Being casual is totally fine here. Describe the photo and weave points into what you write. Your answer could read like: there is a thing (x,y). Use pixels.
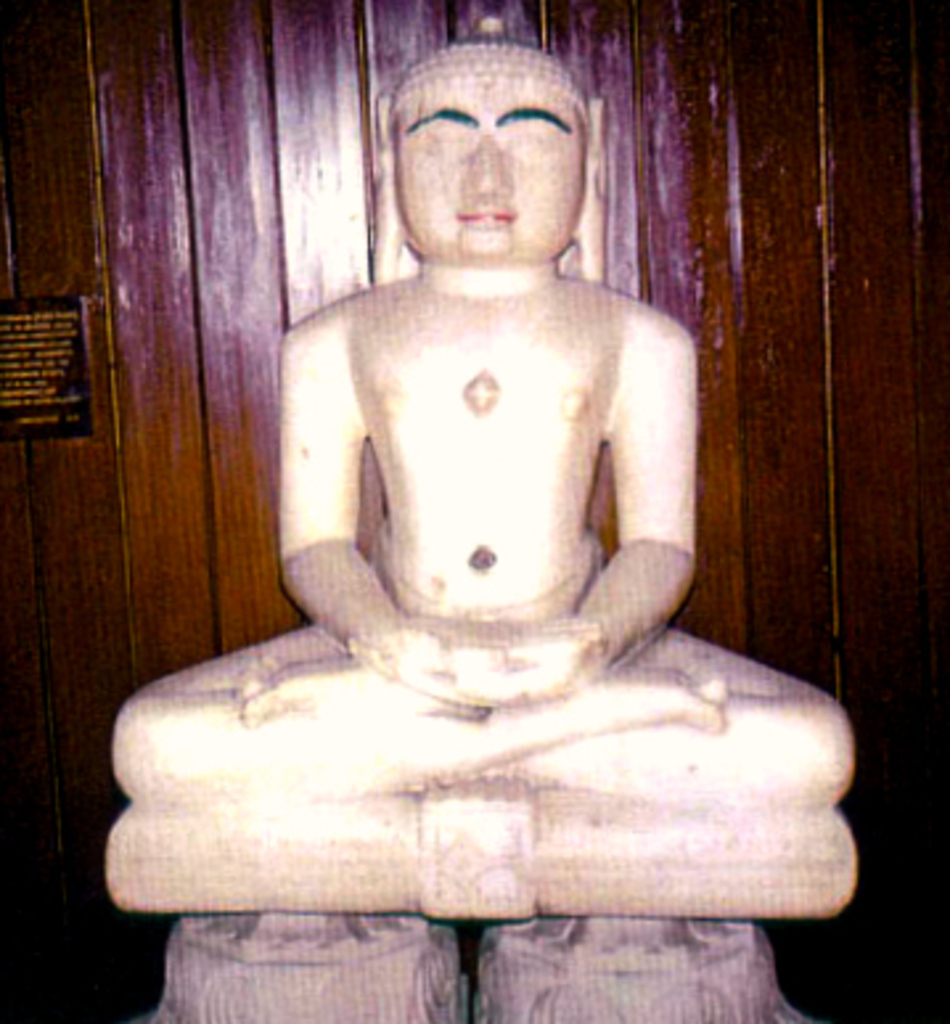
In this image I can see a white color statue (488,561). Background (140,236) is in brown color.
